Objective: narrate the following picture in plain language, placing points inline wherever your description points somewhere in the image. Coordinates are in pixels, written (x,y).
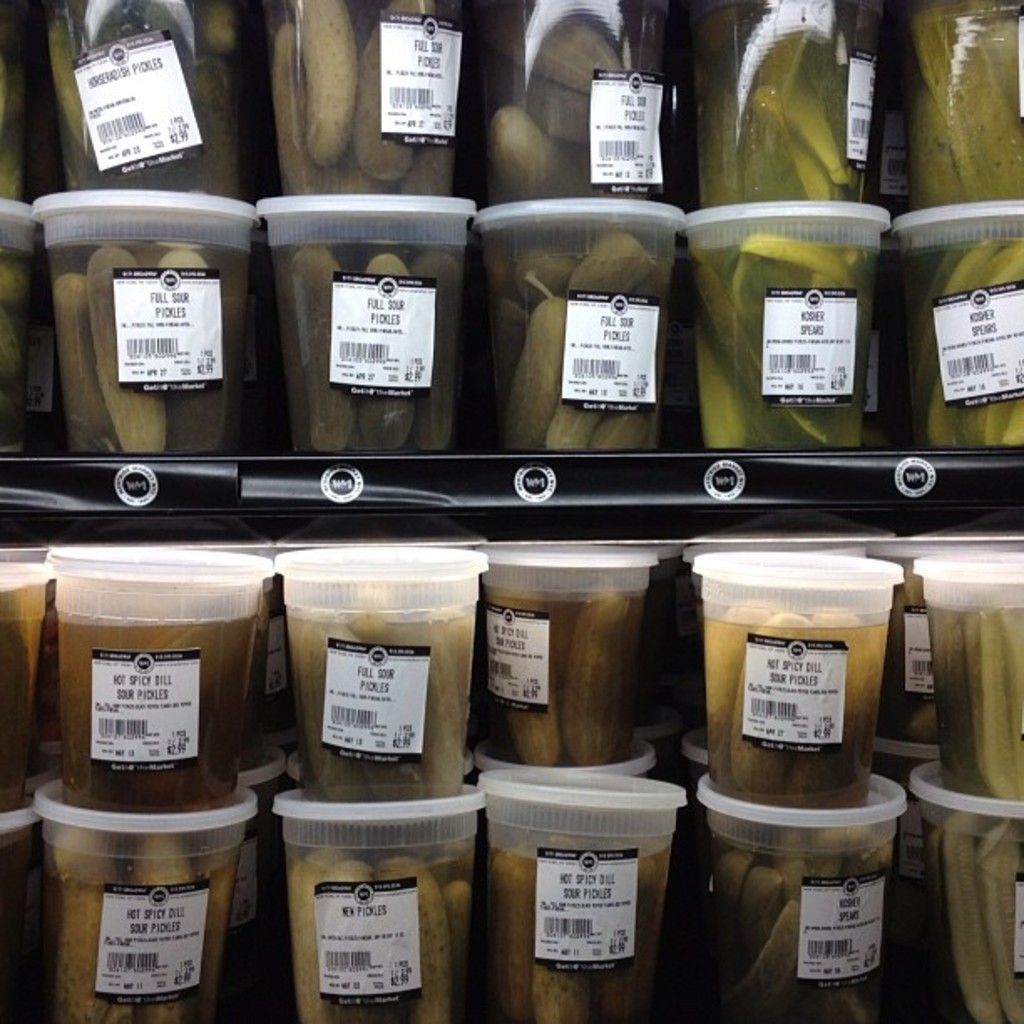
In this image there are some containers (146,872) and in the containers (937,233) there are some fruits (1022,616) and some tags (140,347), on the tags (416,722) there is text (811,677).
